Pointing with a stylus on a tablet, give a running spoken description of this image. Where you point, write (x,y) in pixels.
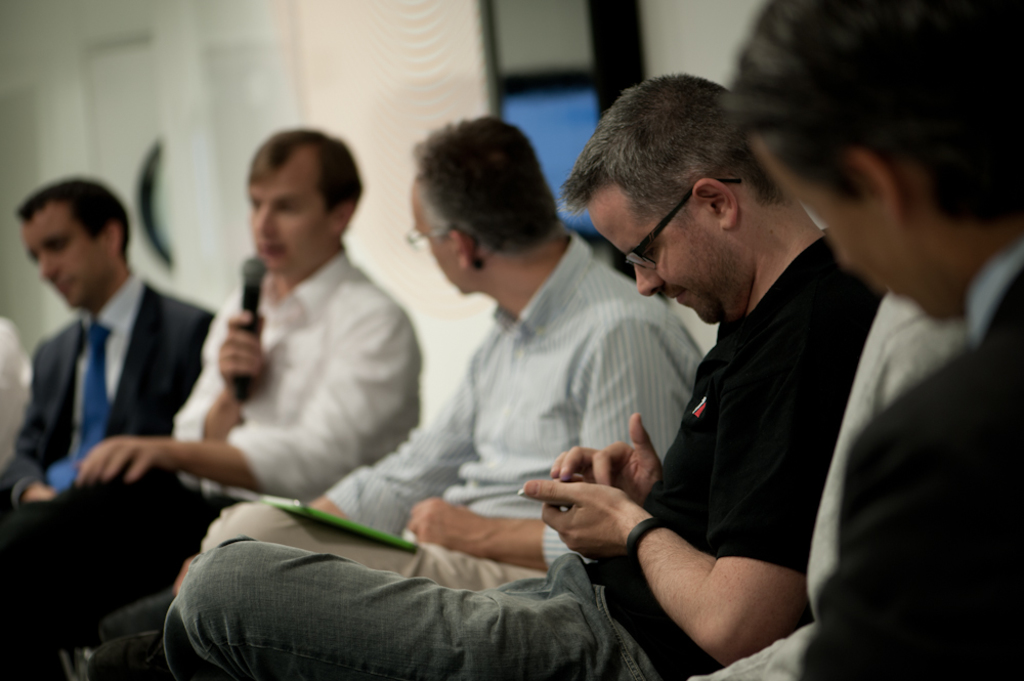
In the picture I can see a group of men (229,437) are sitting among them one man (249,418) is holding a microphone (254,303) in the hand (254,377). The background of the image (538,111) is blurred.
